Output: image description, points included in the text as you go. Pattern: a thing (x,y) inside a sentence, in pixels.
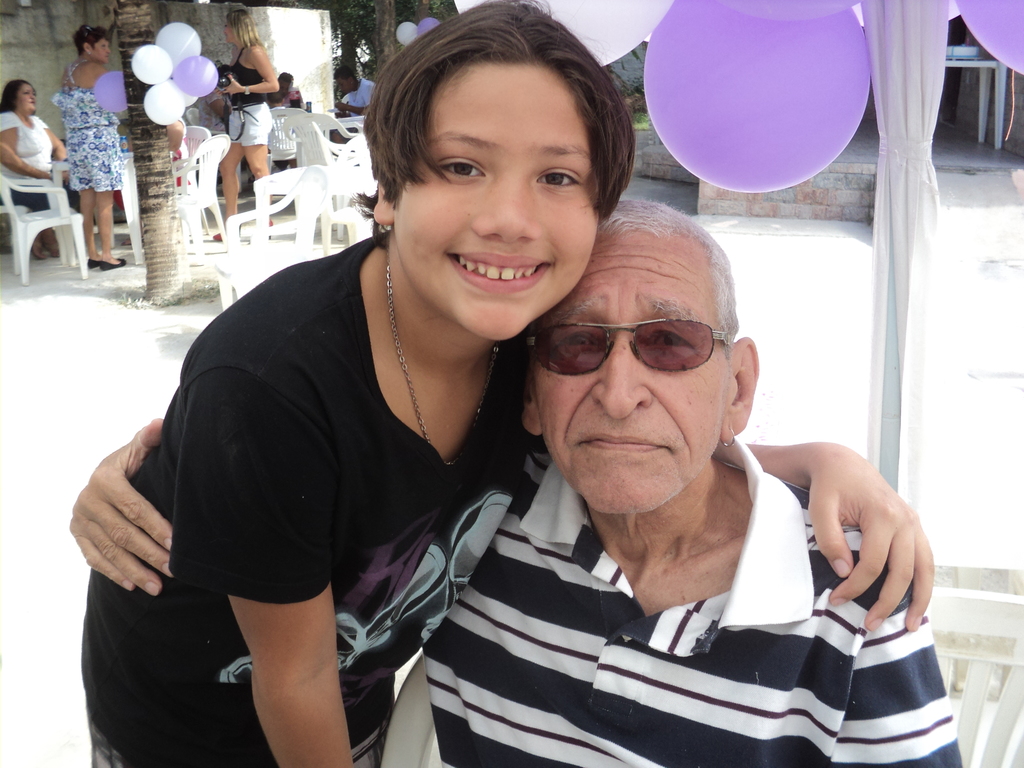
In the image there is a person (404,391) standing beside an old man (637,535) and posing for the photo and behind them there are few balloons (596,51) and on the left side (31,123) there are few people (70,122) and around them there are some empty chairs (297,123).
